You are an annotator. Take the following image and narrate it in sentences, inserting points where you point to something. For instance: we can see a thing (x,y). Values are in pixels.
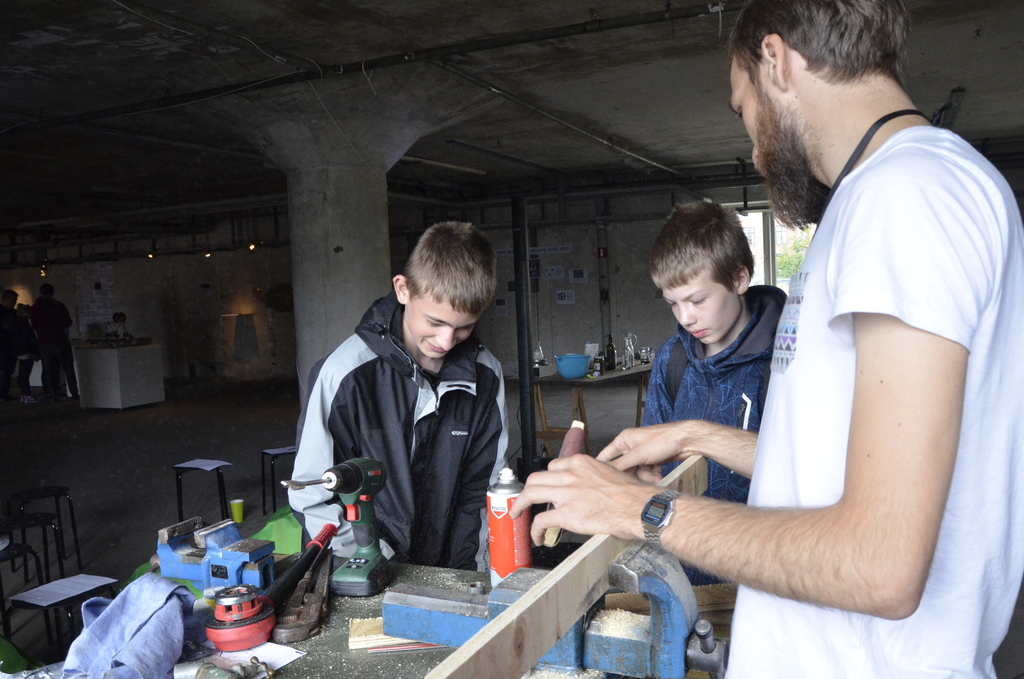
In this image we can see people (655,377) standing on the floor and a table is placed in front of them. On the table (401,571) there are carpentry tools (401,607), saw dust (415,566), cloth bag (175,629) and a container (523,544). In the background (614,348) there are persons (52,365) standing on the floor (99,439), seating stools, table (615,377) with containers (647,353) on it and trees (798,257).
